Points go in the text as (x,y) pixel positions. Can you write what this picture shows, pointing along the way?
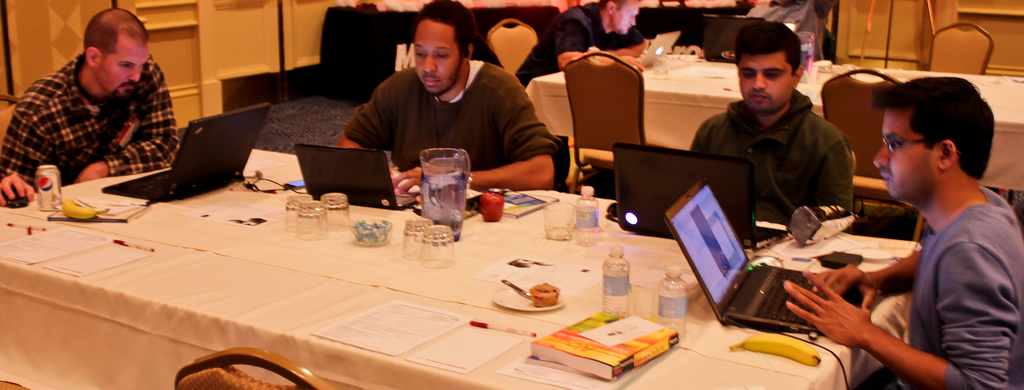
In this picture we can see some people (950,216) sitting on chairs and in front of them on tables (719,72) we can see glasses (298,216), bottles (621,274), papers (564,281), books (630,354), pens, laptops (390,203), bananas (762,338), cupcake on a plate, tin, spoon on it and in the background (210,48) we can see some objects (399,55).
